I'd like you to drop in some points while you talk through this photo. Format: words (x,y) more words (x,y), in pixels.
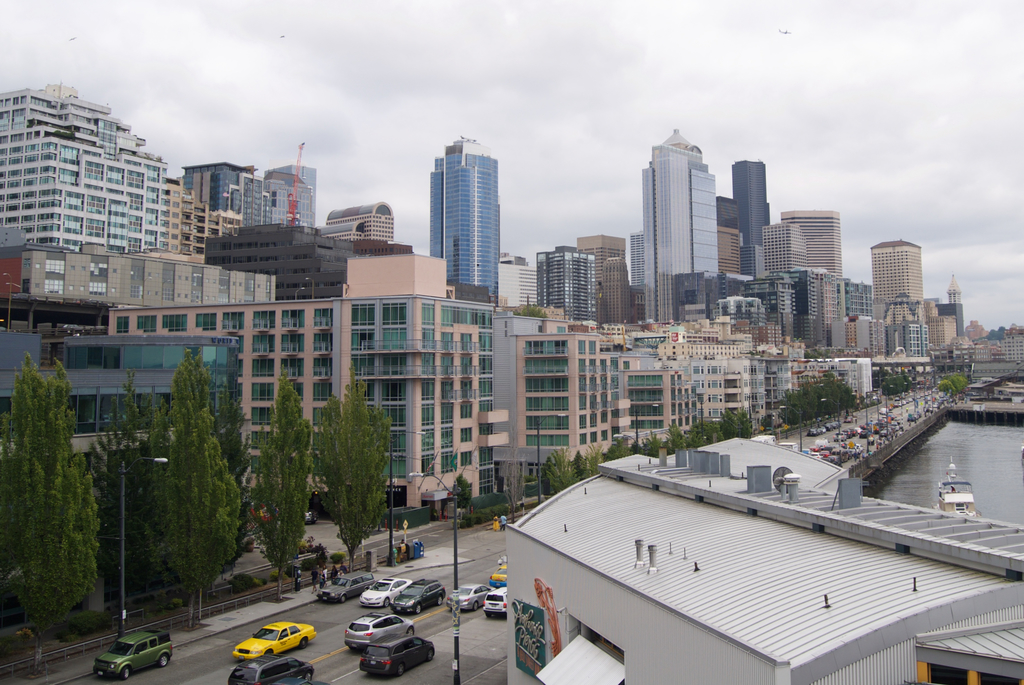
In this picture we can see group of people (316,573), few trees (372,488), poles (391,516) and vehicles (821,450) on the road (814,439), in the background (241,210) we can see few buildings (531,348), crane (298,153) and a boat (946,486) on the water (982,487).
